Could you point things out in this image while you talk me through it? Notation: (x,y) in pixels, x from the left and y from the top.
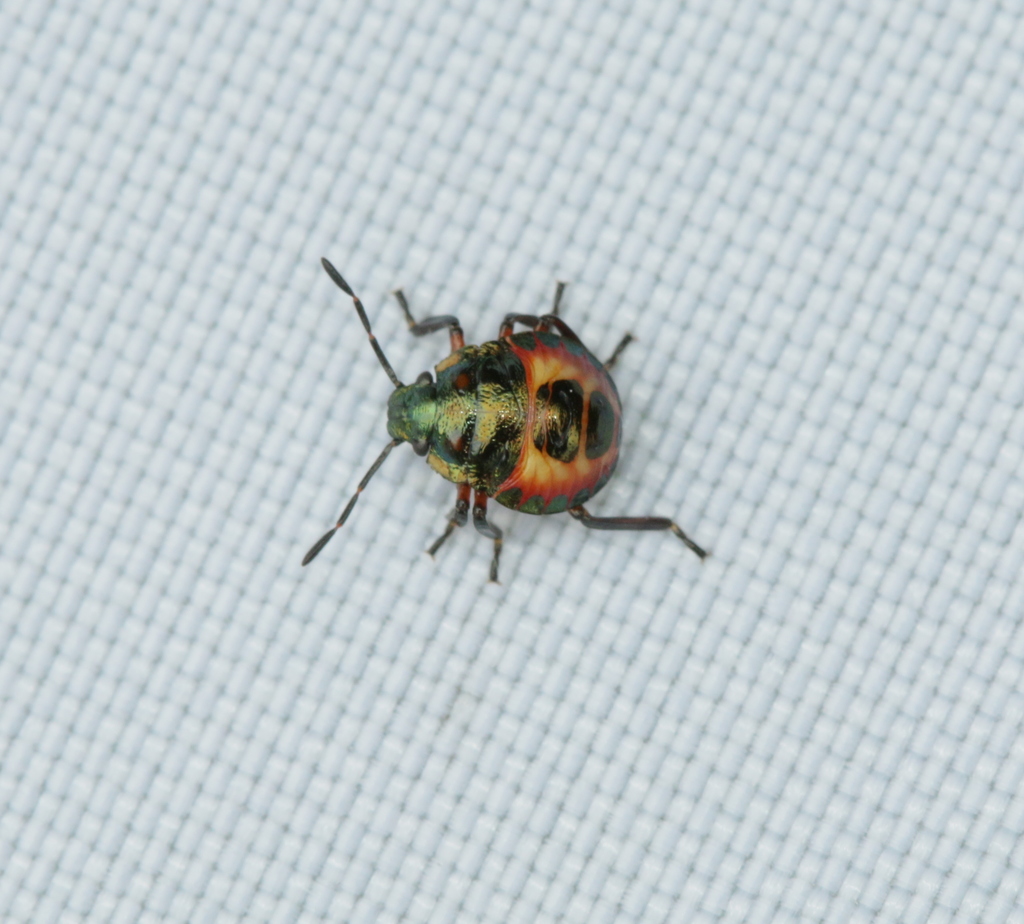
We can see insect (470,398) on the surface (419,504).
